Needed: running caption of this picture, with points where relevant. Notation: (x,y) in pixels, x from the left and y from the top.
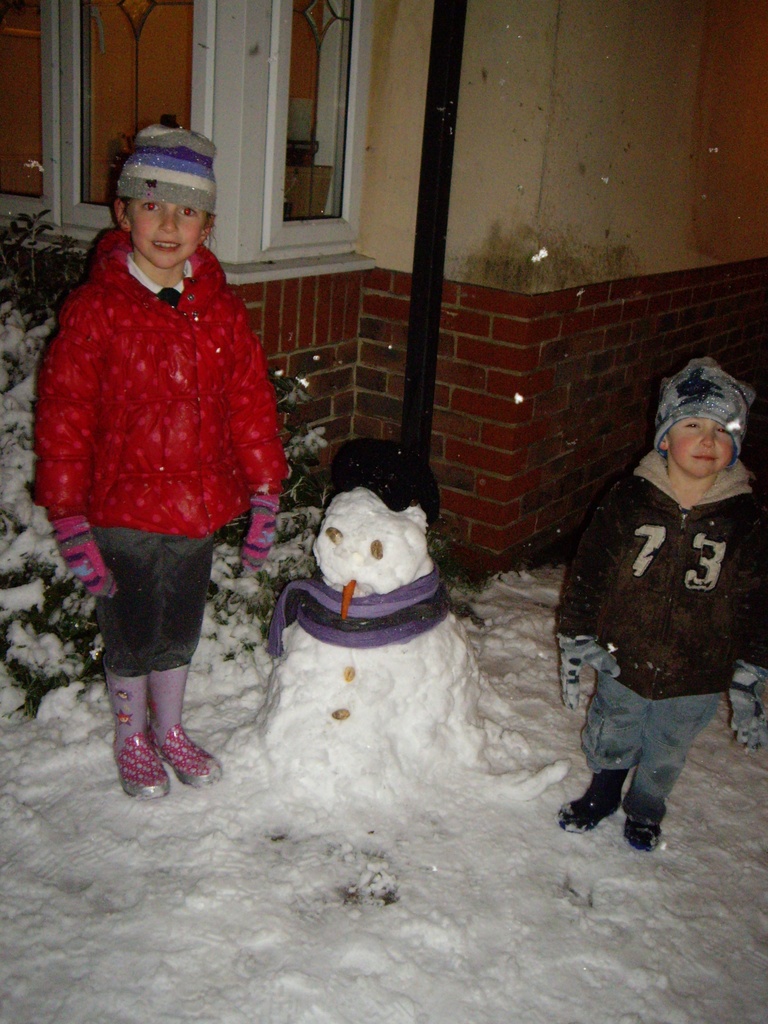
Beside this snowman (343,534) there are two children (260,410). These two children (651,525) wore caps (683,394) and jackets (175,490). Backside of these children (208,383) there is a wall (549,19), pole (447,72), window (167,66) and plant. Land (284,851) is covered with snow (401,847).
